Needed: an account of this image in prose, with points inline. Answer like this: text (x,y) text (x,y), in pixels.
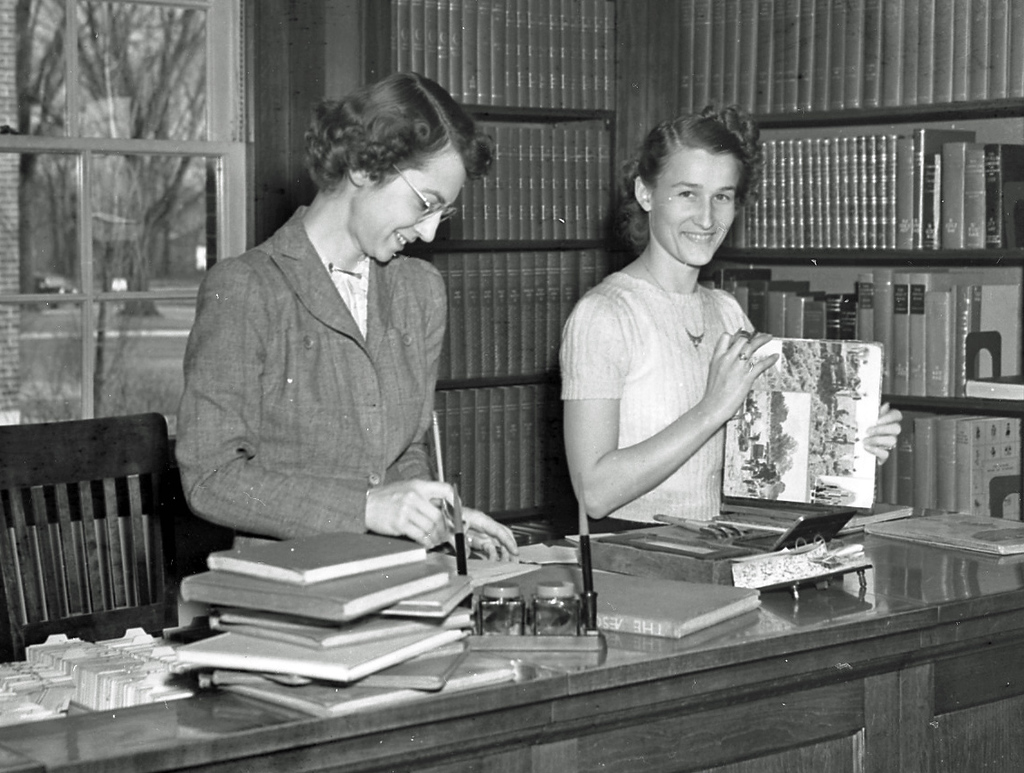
Two women (428,386) are standing at a table (868,554) with some books (446,626) on it. There are many others books (828,219) arranged in shelves (505,211) behind them.
